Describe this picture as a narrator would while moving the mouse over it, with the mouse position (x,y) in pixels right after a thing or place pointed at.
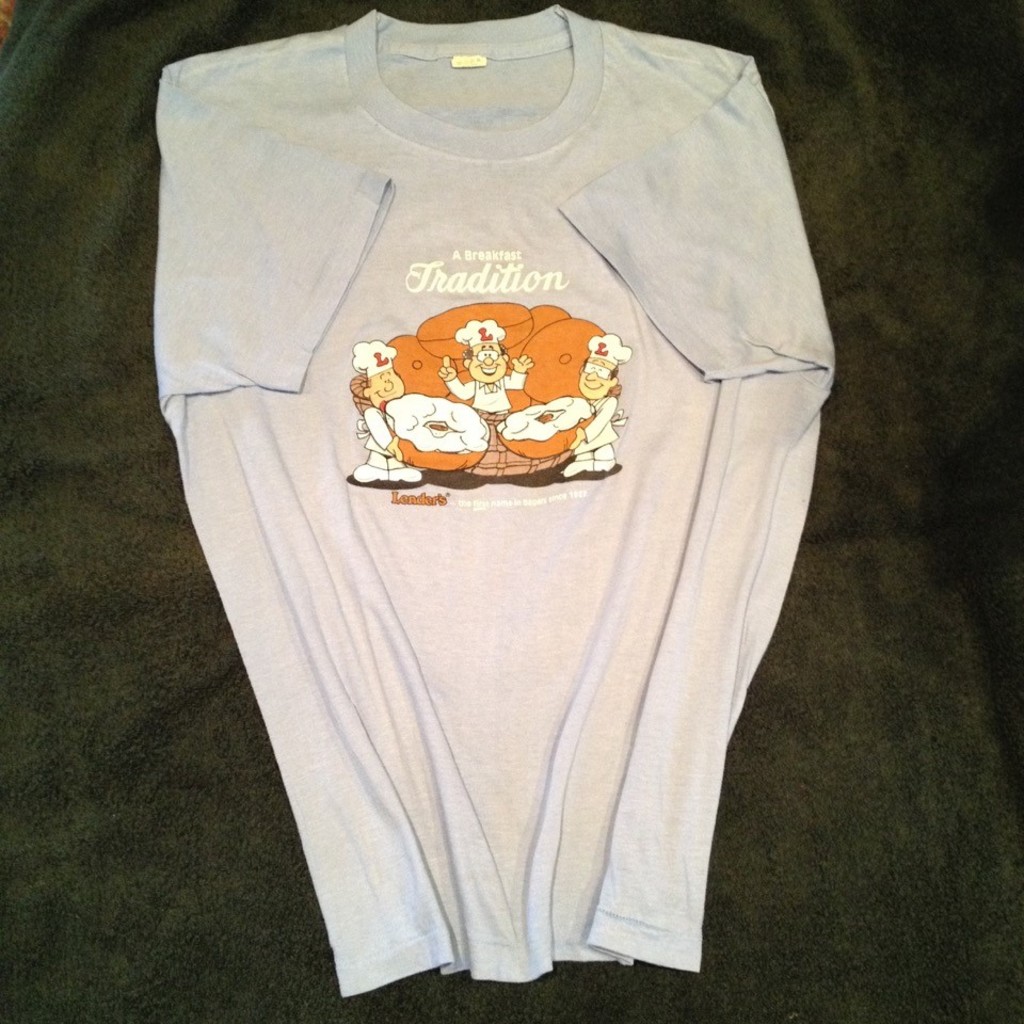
In this image I can see a light blue colored t shirt (481,562) on the black colored surface (103,663). On the t shirt (603,556) I can see three persons (505,399) standing and two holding bagels (428,428) in their hands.
